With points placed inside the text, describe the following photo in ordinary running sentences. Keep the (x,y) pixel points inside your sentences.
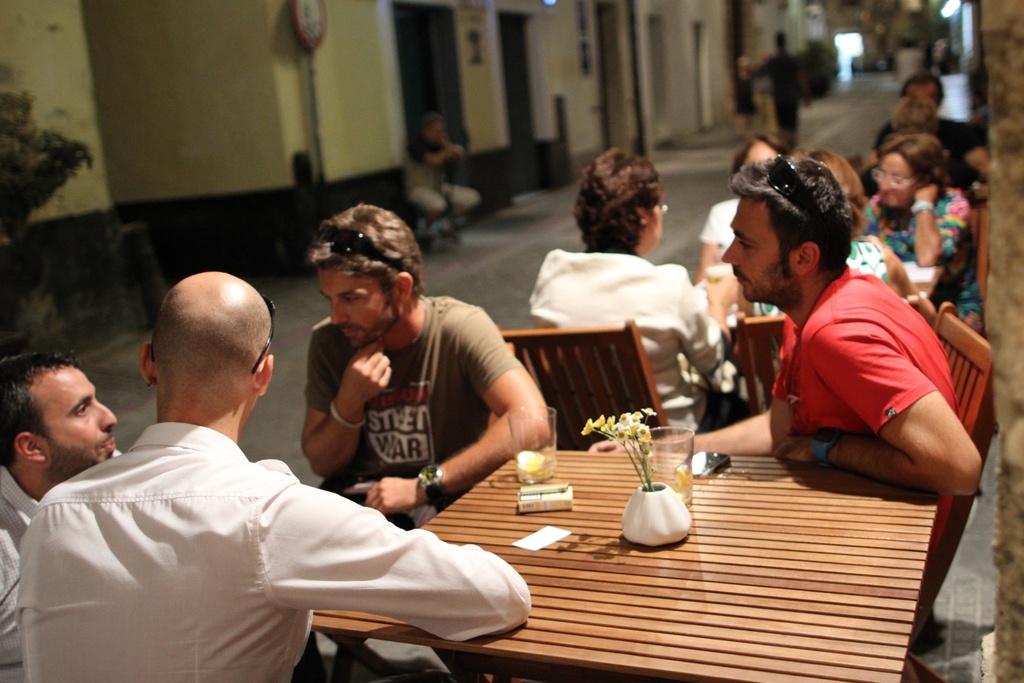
In this image I see lot of people (957,452) sitting on the chairs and there is a table (607,501) over there and there are 2 glasses (656,478), a flower vase (672,527) on it. In the background (792,58) I see the buildings (509,149), a person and the path (545,205).
